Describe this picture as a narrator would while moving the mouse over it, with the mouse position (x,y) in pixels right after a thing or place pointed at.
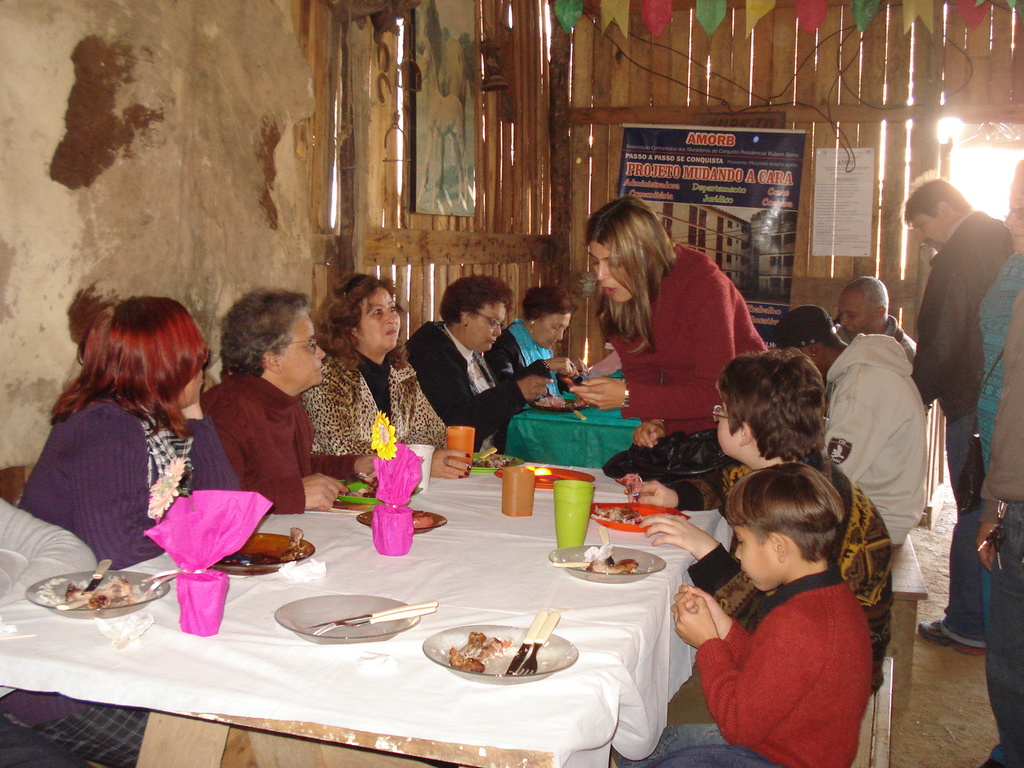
This image is taken inside a room (410,432). There are few people (90,529) in this room (921,653). In the right side of the image (993,291) two men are standing. In this image people (698,326) are having food (486,650) on a table (459,605). In the middle of the table (549,538) there were plates (519,635), knife (517,650), fork (529,665), a glass (573,513) and a flower vase (382,465) with flower (383,441) were there. At the background (13,19) there is a wall (250,117) and a wooden window blind (627,113) with board (736,199) on it.
